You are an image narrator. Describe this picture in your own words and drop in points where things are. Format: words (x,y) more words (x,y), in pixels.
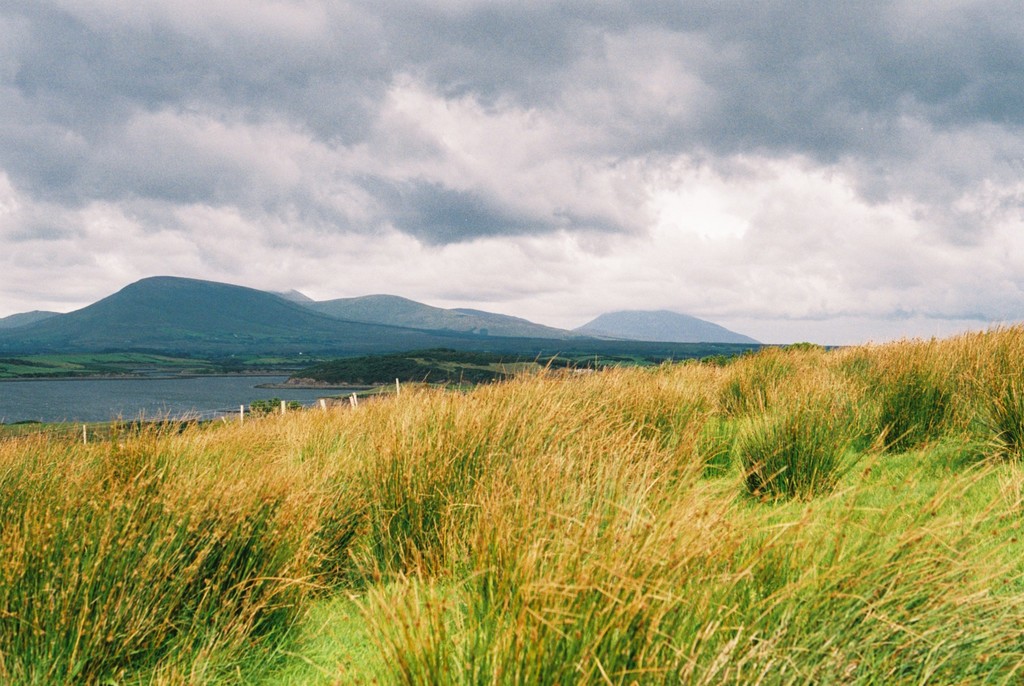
In this image there is grassland (575,459). Left side (150,395) there is water (126,395). Beside there is land (380,374) having few trees (380,365). Behind there are hills (127,291). Top of image (649,75) there is sky (544,178) with some clouds (372,245).
